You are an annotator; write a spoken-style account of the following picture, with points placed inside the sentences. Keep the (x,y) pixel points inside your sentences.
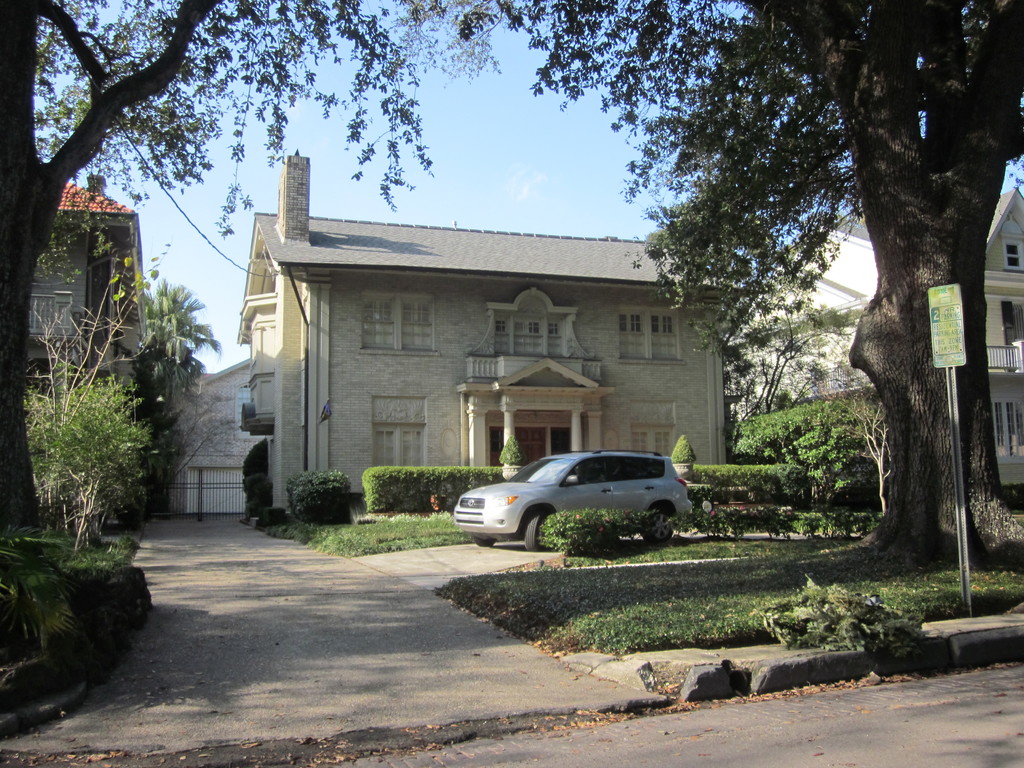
In this image we can see the buildings (464,341), trees (188,328), shrubs (451,473) and also the grass (894,574). We can also see the sign board (955,462), vehicle (513,522) on the path (568,688) and some dried leaves (573,711) on the road (871,736). Sky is also visible.
